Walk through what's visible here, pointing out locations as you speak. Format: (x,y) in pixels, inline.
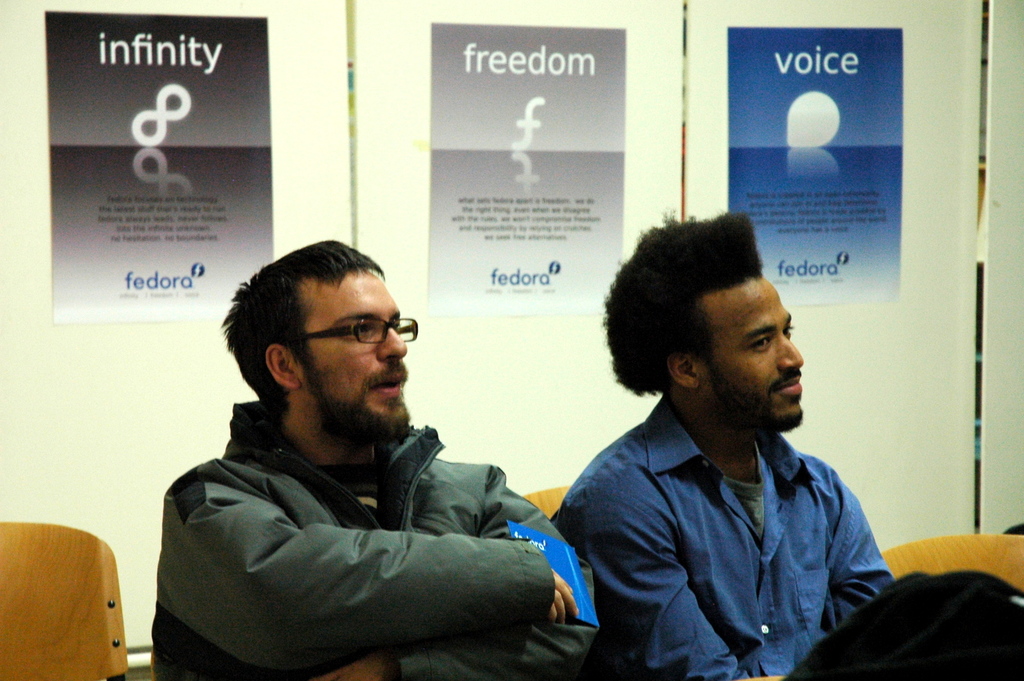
In this image, we can see a person (440,623) holding a card (583,580) and sitting. Beside him another person (606,573) sitting on a chair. There are posters (793,204) in the background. In the bottom right corner (918,616), there is a black object (968,635).
